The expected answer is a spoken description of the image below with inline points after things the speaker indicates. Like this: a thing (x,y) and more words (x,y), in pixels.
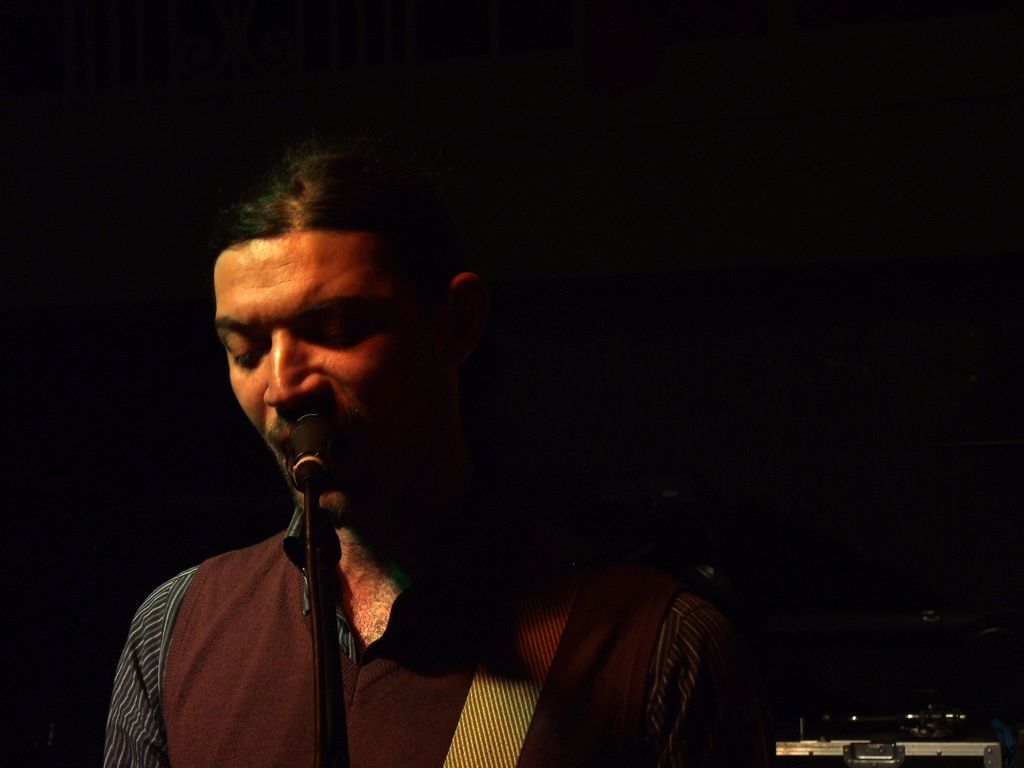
In the foreground of this image (471,318), there is a man (395,400) standing in the dark in front of a mic (324,738). At the bottom (913,716), there is an object (929,726).
